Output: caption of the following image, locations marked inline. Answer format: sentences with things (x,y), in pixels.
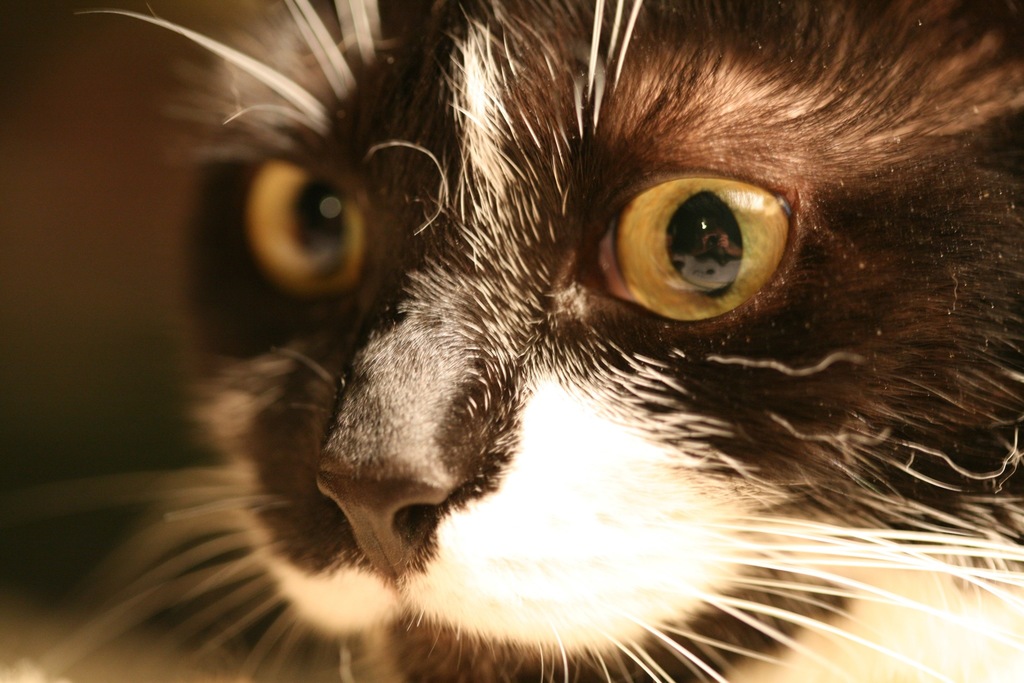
In this picture I can see a cat (308,349).
